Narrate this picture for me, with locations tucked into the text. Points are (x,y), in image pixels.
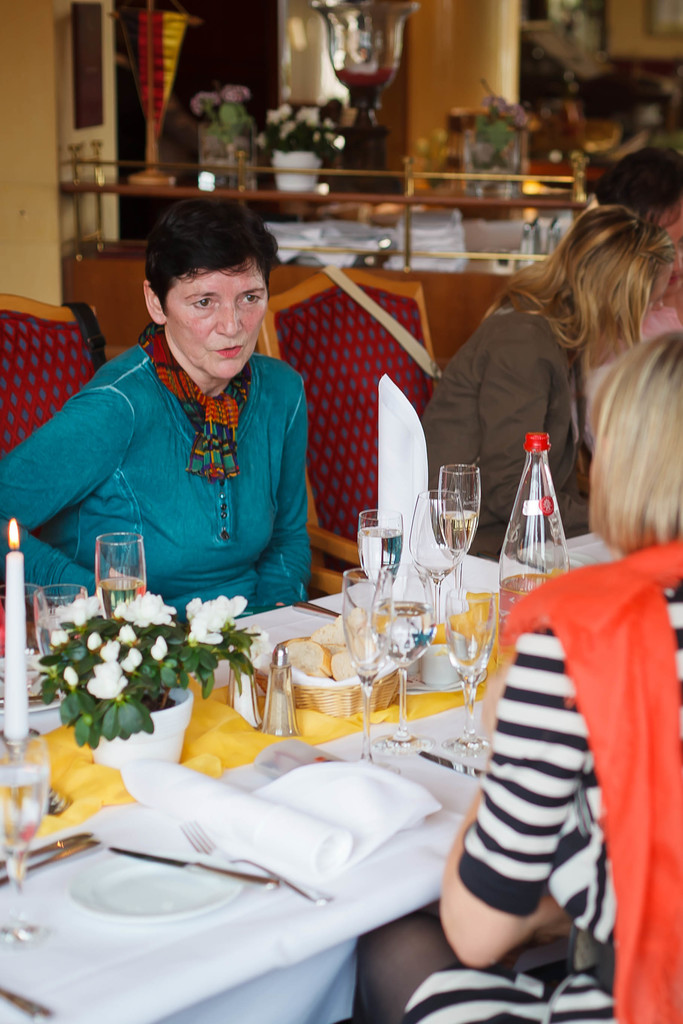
The image consists of three (428,436) sitting on chair (338,425) on either sides of dining table (257,635), it had wine glasses (434,576) and plant pot (130,751). candle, cloth (72,1011), plate (165,901), spoons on it, It seems to be in a hotel (433,84).
